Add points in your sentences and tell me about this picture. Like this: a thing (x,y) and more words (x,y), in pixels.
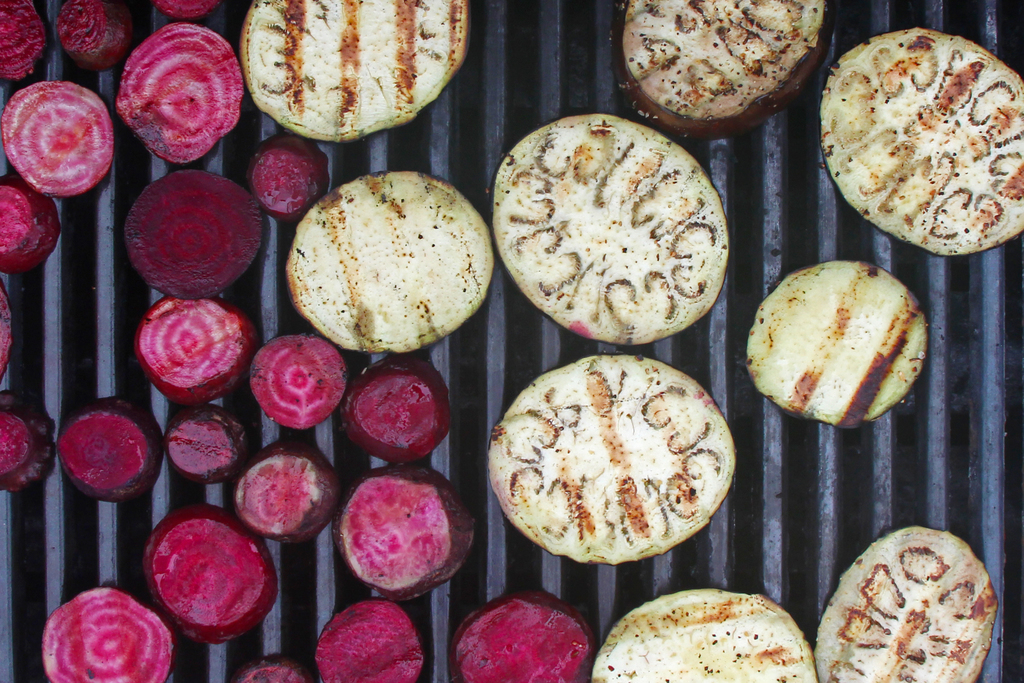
In this image I can see some beetroot pieces (193,322) and other food items (613,230) are placed on a metal frame (767,208).
